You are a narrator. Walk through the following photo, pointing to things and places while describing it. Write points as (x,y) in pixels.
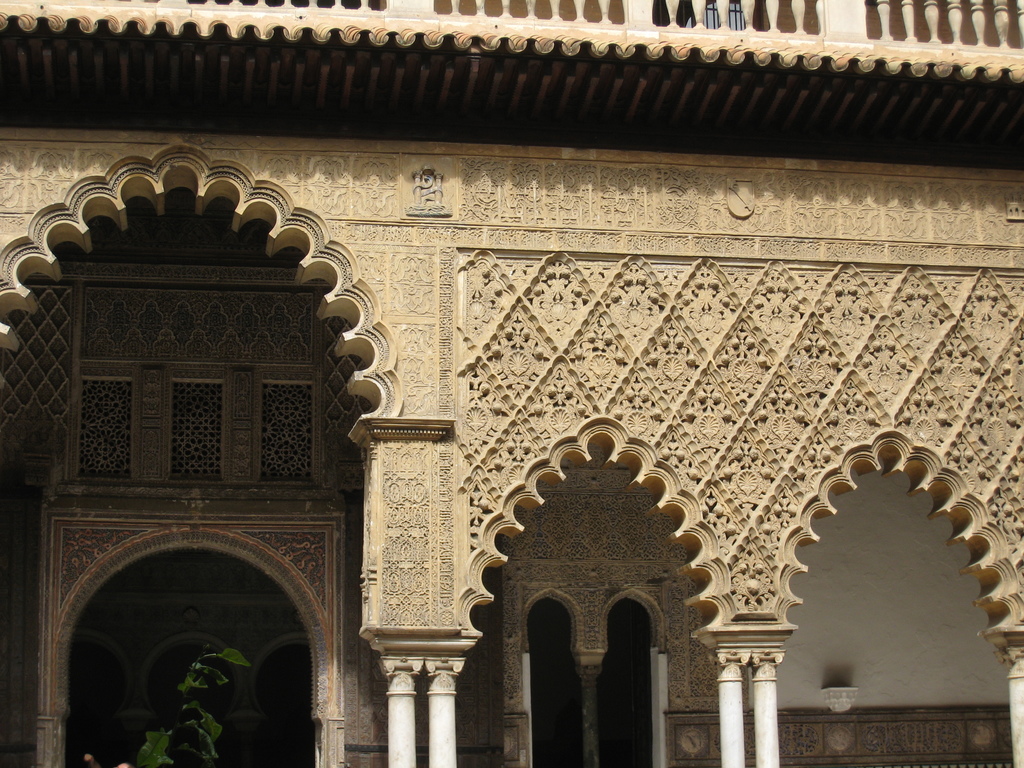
In the picture I can see a building (527,438), pillars (440,708), wall (513,735), fence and art design (581,347) on the building (642,296).
